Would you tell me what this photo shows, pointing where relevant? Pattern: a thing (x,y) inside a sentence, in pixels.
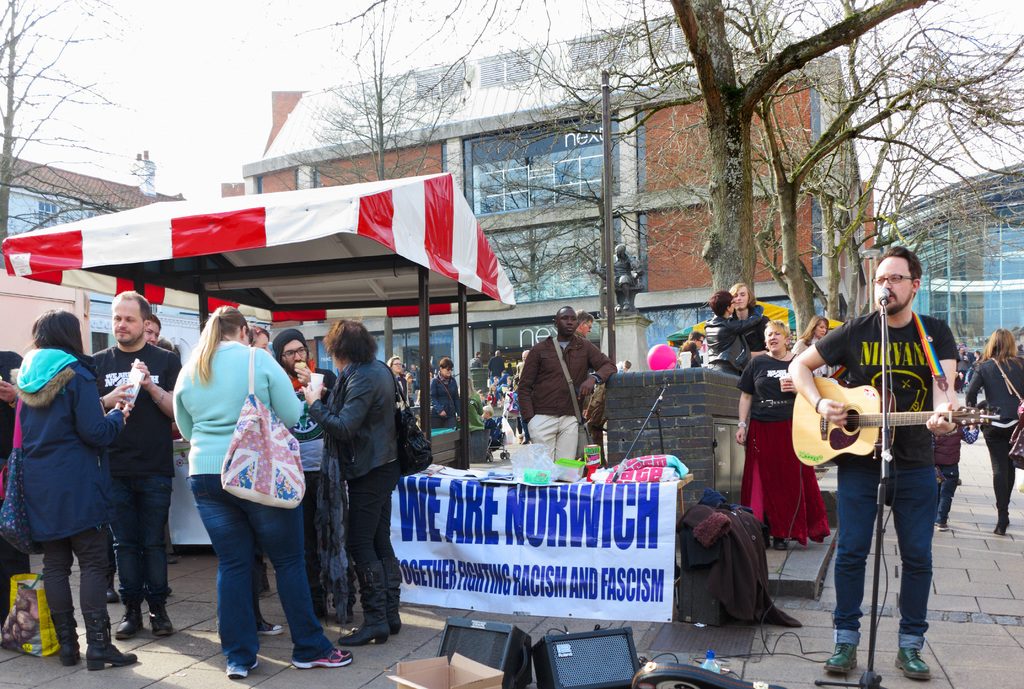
In this image there are group of people (192,378) who are standing on the right side (909,534) there is one person (910,476) who is standing and he is holding a guitar (891,422) in front of him there is one mike (885,393), and he is wearing black shirt (916,364) and in the middle of the image (655,257) there is one building (504,129) and trees (705,41) are there. And on the top of the left corner (197,82) there is sky (156,69) and in the middle of the image (414,237) there is one tent (236,234) and on the floor (176,640) there are some speakers (513,649), box (425,668), and one poster (447,520) is there and in the middle of the image (624,289) there is one pole (612,265) and statue (622,304) are there.
